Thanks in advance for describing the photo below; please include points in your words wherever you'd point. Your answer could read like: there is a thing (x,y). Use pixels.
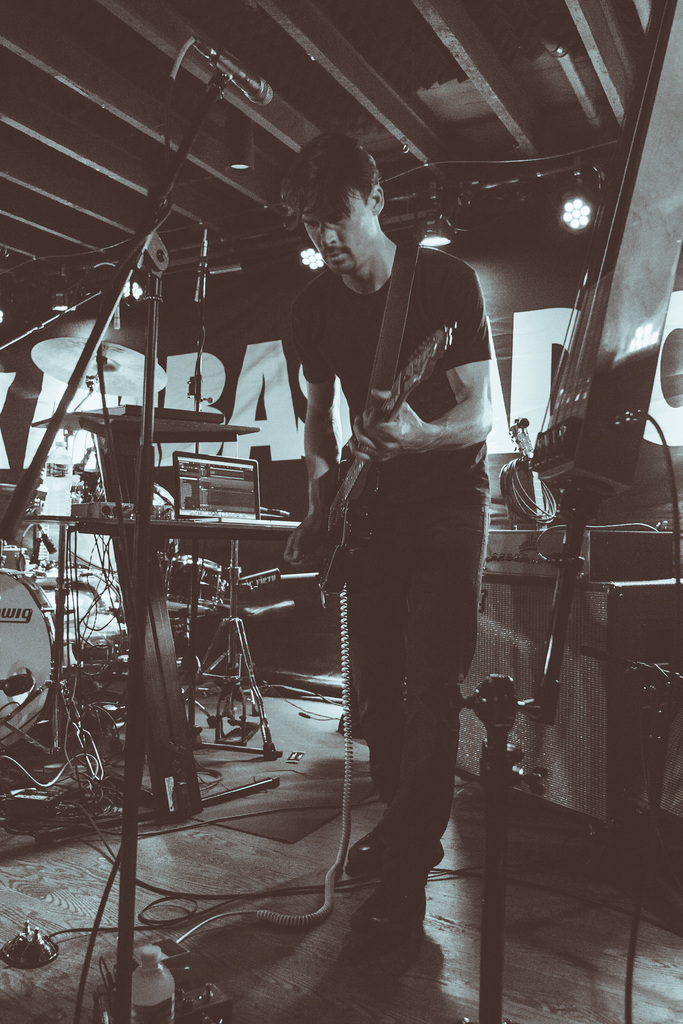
In this picture we can see a man (365,341) with a guitar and standing in front of a mike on the floor (448,885). Around him we can see many other musical instruments (22,652) and a laptop (209,489).
